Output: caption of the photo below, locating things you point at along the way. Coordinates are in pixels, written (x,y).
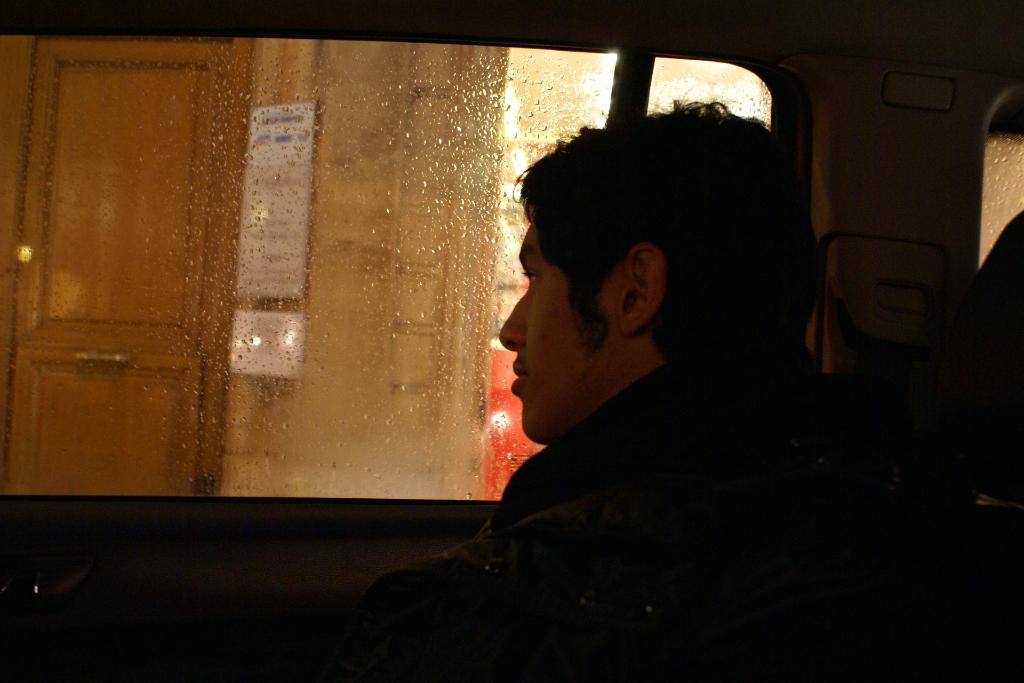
There is a person (737,301) in black color dress (767,477) sitting on a vehicle (934,413) near glass window (398,105). There are water drops (443,132) on the glass (463,280). Through this glass (378,410), we can see, there is a building (408,154) which is having wooden door (126,258) and other objects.
